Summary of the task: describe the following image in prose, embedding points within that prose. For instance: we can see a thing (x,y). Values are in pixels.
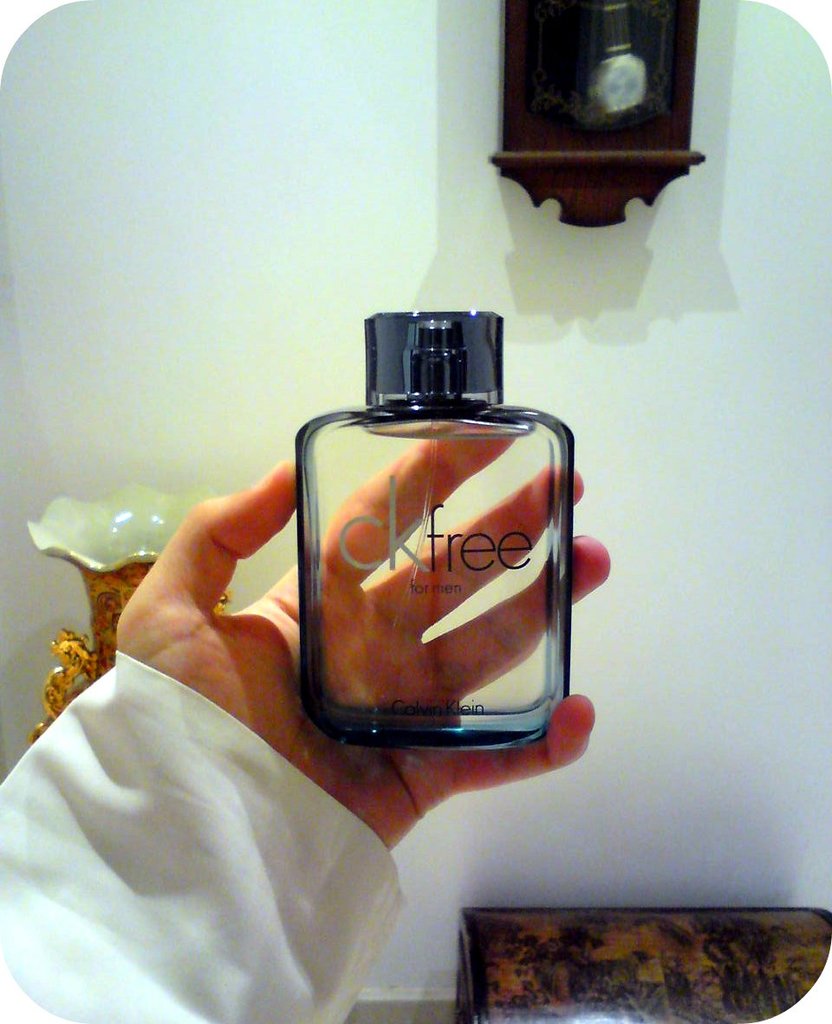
In this image we can see a person (231,780) is holding one glass bottle (401,544), behind one vase (119,555) is there and the wall (72,621) is of white color. On wall (394,182) one clock (619,109) is attached.
